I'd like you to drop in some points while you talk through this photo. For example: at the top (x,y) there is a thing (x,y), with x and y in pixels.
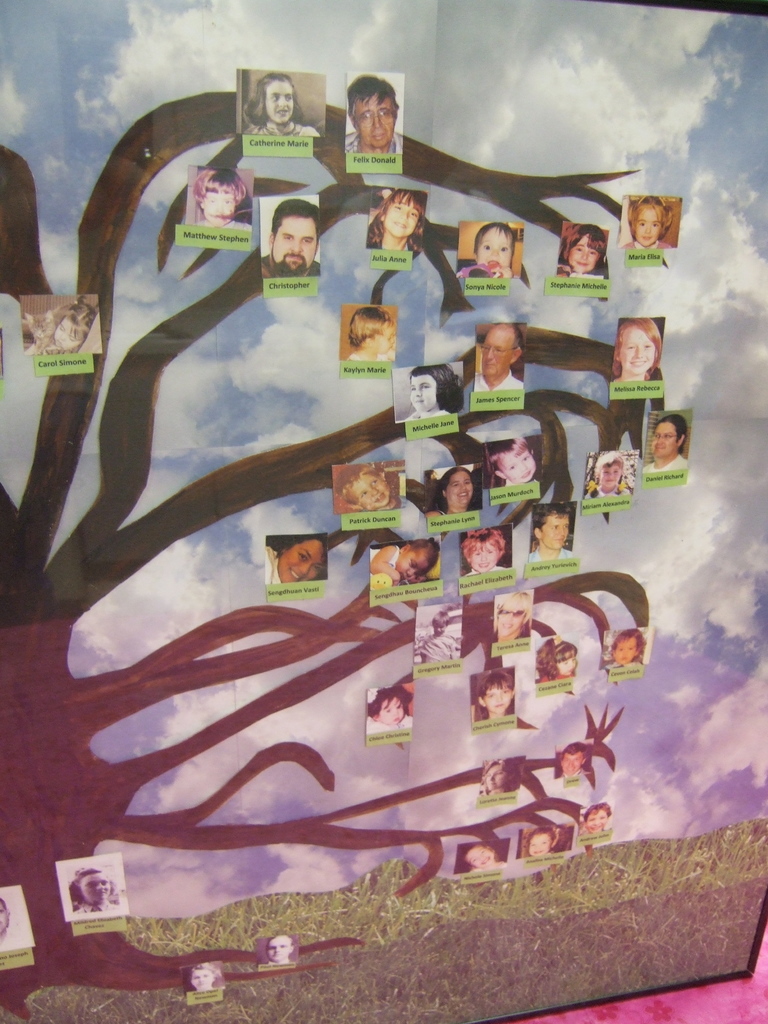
This is a picture of a frame (239,452), where there is a tree (7,990) with photos (281,265) and names of the people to the tree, sky (735,639), grass (548,969).
